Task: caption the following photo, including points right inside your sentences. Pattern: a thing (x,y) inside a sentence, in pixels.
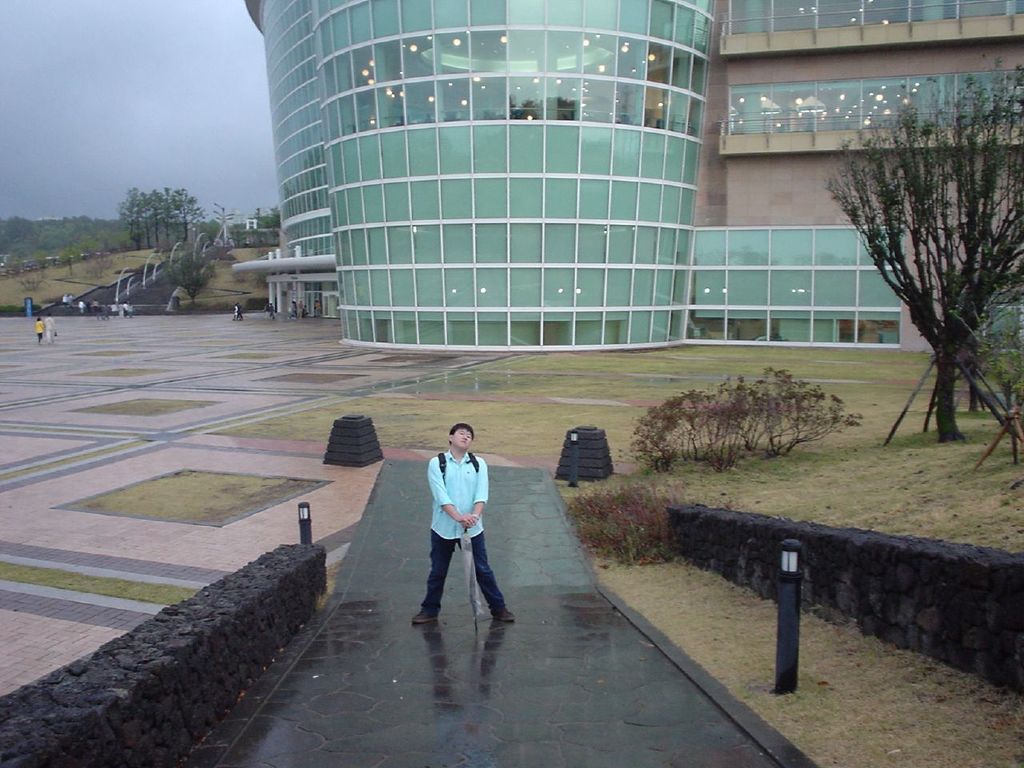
In this image, there are a few people (440,547). Among them, we can see a person (479,558) holding an object (479,581) is standing. We can see the ground (149,495) with some objects (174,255). We can see some poles (143,282). We can see some grass (637,580), plants (627,534) and trees (151,226). We can also see a glass building (291,253). We can see the sky (251,182).
